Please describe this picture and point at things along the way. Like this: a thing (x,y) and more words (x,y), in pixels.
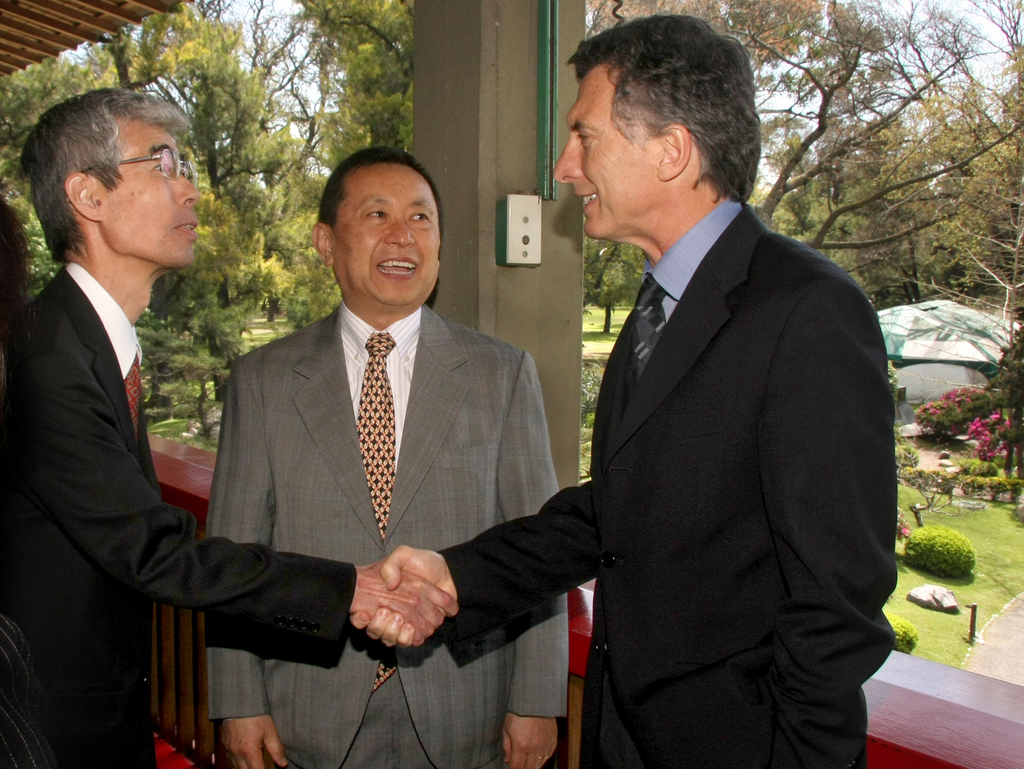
In this image we can see men (477,424) standing on the floor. In the background (601,1) we can see trees (828,116), plants (961,396), grass (959,513), flowers (979,392) and sky (983,42).
